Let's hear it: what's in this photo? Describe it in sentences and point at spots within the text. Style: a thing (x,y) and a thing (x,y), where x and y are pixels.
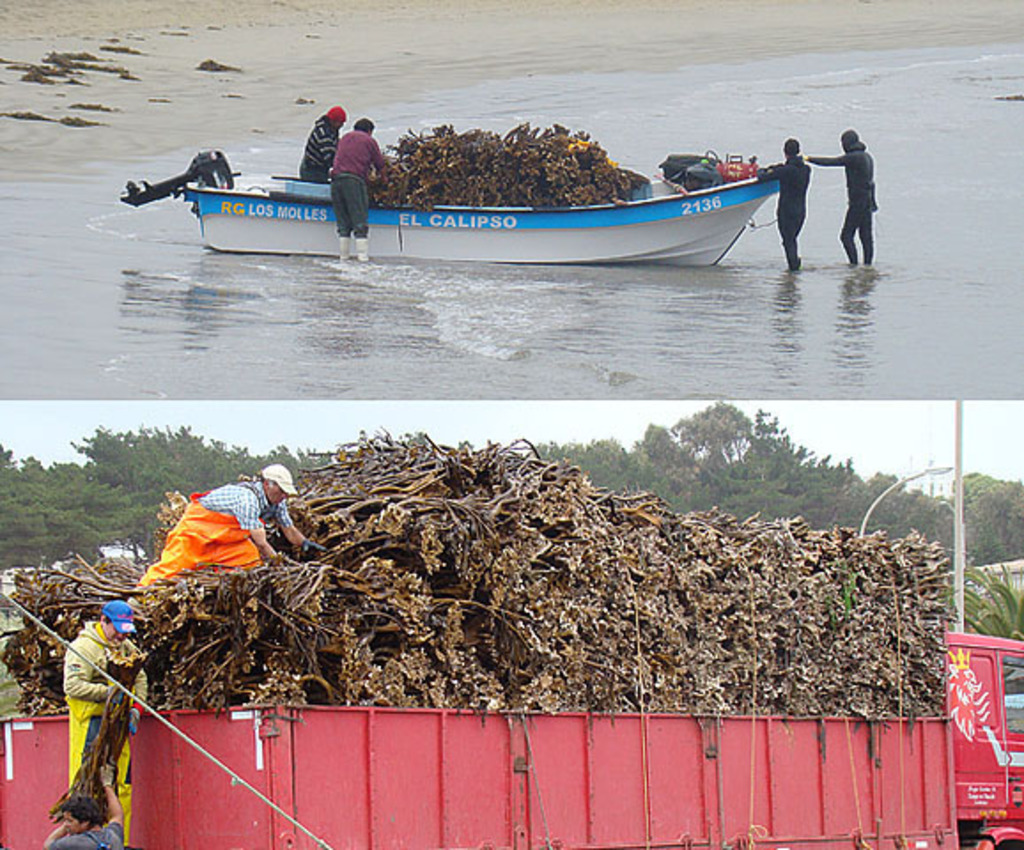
It is a collage image, in the first image there is a boat (435,219) on the sea water (284,172) and around the boat (686,214) there are four people (354,174) standing in the water (291,277) and in the second image there is a truck (387,726) and there are some materials (455,595) on the truck (182,795), there are three people (218,503) putting the materials (278,617) into the truck (195,810), in the background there are trees (1007,495).
